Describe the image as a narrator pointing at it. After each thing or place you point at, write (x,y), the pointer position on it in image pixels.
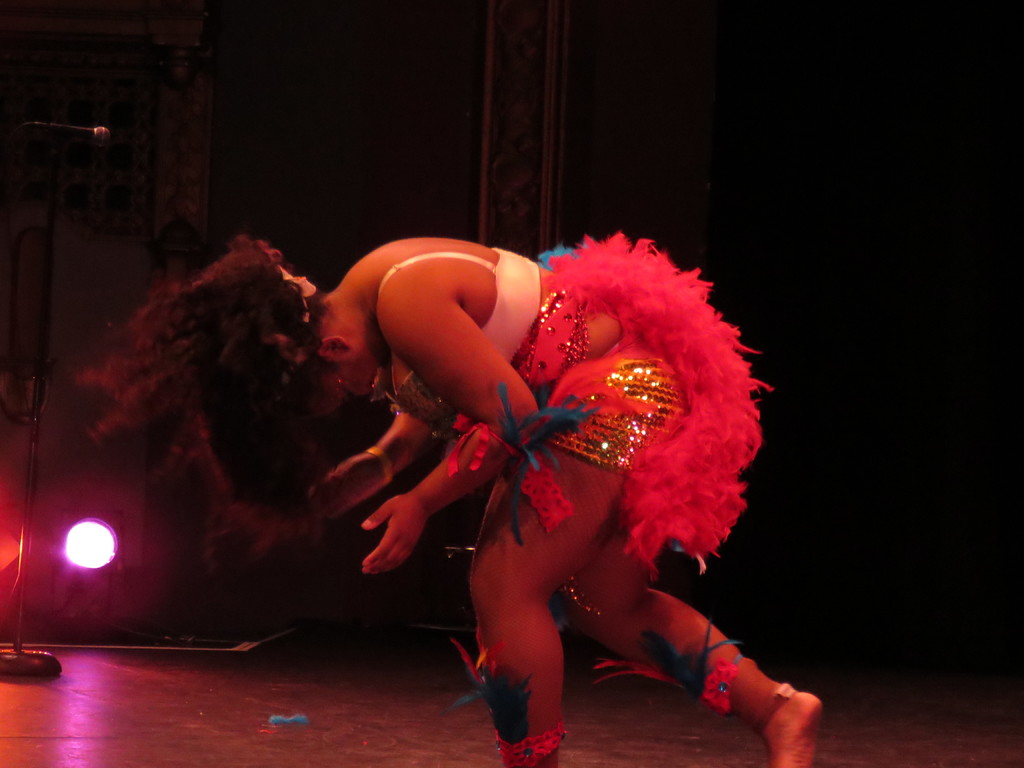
There is one woman (521,421) standing on the floor (445,692) as we can see in the middle of this image (592,281). It is dark in the background (719,146). There is a light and mic (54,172) present on the left side of this image (81,534).
